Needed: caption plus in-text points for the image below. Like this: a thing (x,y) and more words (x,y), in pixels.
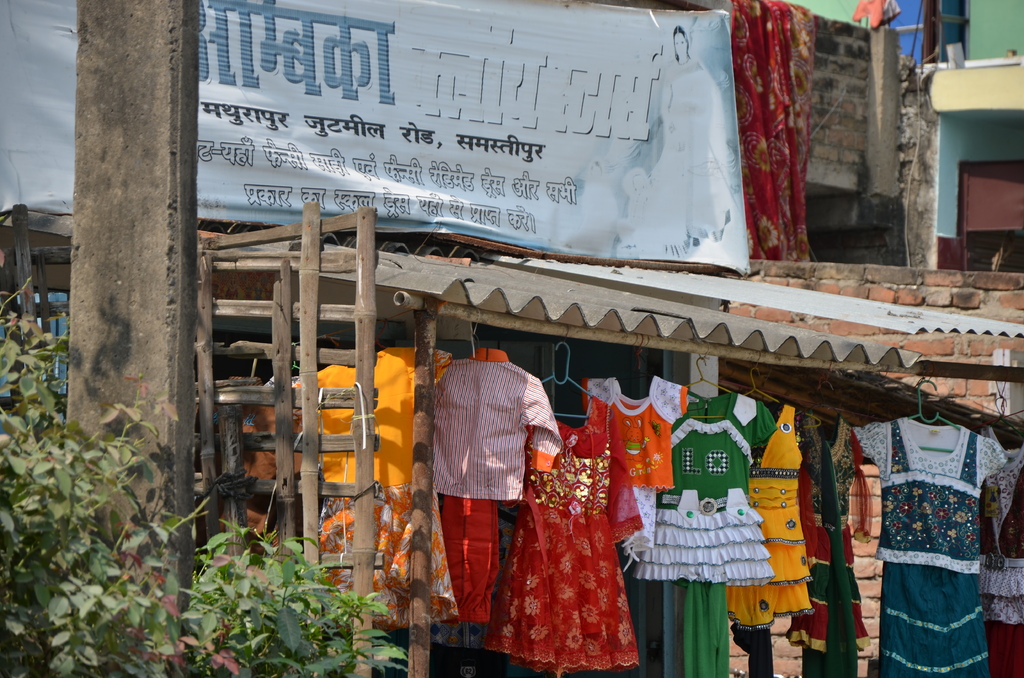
In this image I can see few buildings (784,262), a board (655,99), number of clothes (787,71) and on the board (539,145) I can see something is written. On the left side of this image (121,12) I can see a pole (128,514) and a plant (108,501).
